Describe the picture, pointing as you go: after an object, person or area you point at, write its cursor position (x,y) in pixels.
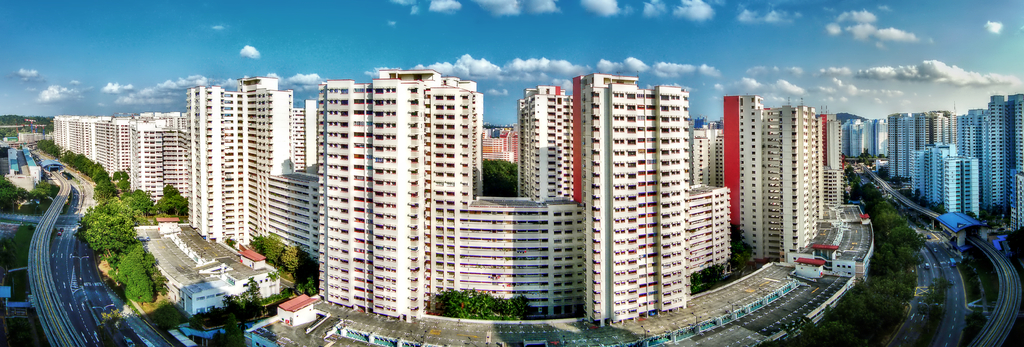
As we can see in the image there are buildings (581,215), trees (108,198) and few vehicles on road (72,293). On the top (572,54) there is sky (421,57) and clouds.
